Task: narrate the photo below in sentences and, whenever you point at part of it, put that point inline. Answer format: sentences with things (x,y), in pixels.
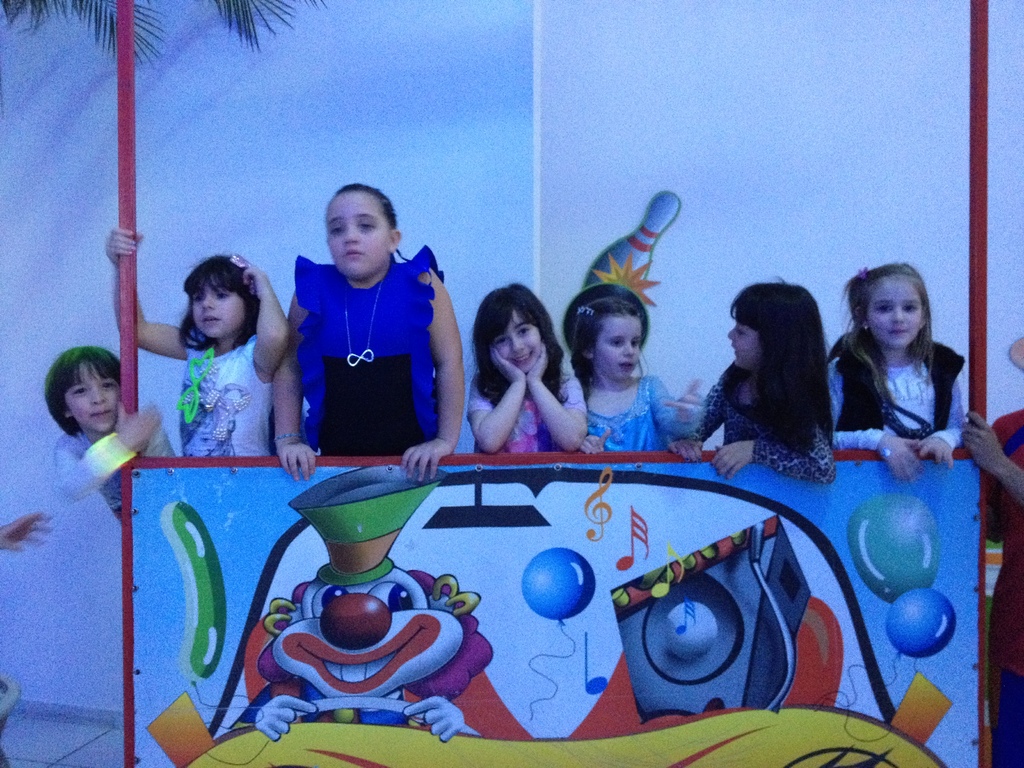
This picture is clicked inside. In the foreground (493,659) we can see the picture (397,664) of a clown (407,646) riding a vehicle (359,757) and we can see the pictures (913,550) of balloons (557,577) on a red color object (574,546) and we can see the group of children (444,363) seems to be standing. In the background (543,124) there is a wall (417,131) on which we can see some pictures (676,207) and the leaves (246,3) of a tree (145,26).
